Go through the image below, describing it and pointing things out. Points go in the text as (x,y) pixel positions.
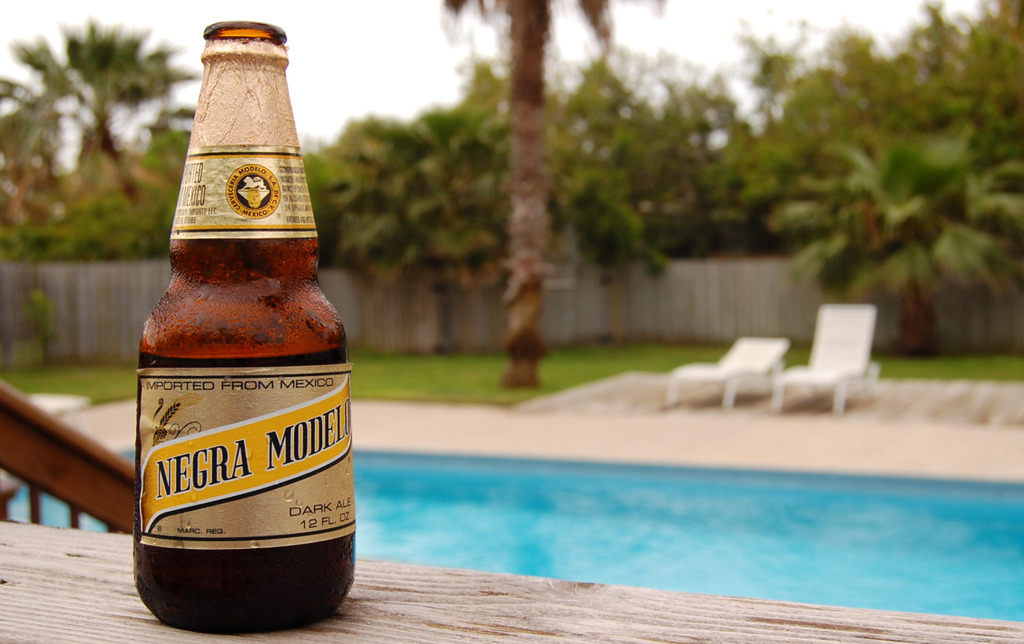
This is the beer bottle (288,509), which is placed on the wooden table (134,631). This looks like a swimming pool (676,514) with water (765,553). These are the chairs (773,377), which are white in color. In the background (589,197), I can see the trees (687,151). This looks like a fence (457,310).
